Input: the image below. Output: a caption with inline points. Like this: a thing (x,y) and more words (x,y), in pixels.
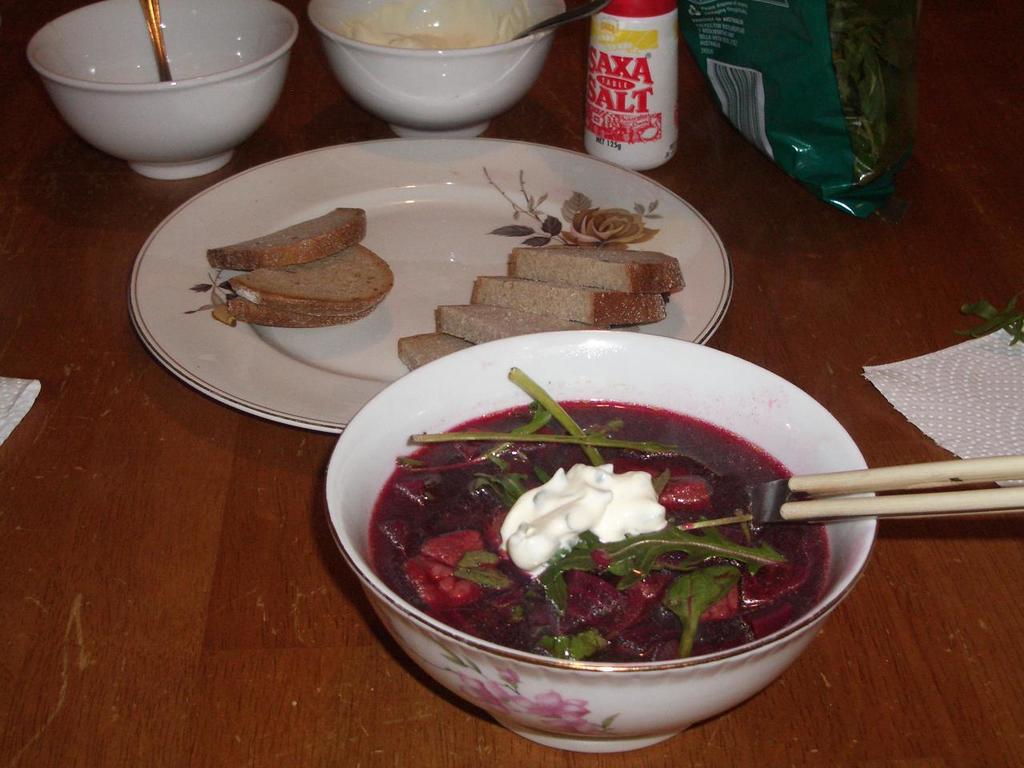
In the picture we can see a table (323,691) on it, we can see a bowl (386,446) with a soup (679,569) which is red in color in it, we can see some vegetables (693,582) and beside it, we can see a plate (204,283) with some bread slices (216,255) and behind it, we can see two bowls (105,123) with spoons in it and beside we can see a salt tin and some packet (830,178) and tissues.
